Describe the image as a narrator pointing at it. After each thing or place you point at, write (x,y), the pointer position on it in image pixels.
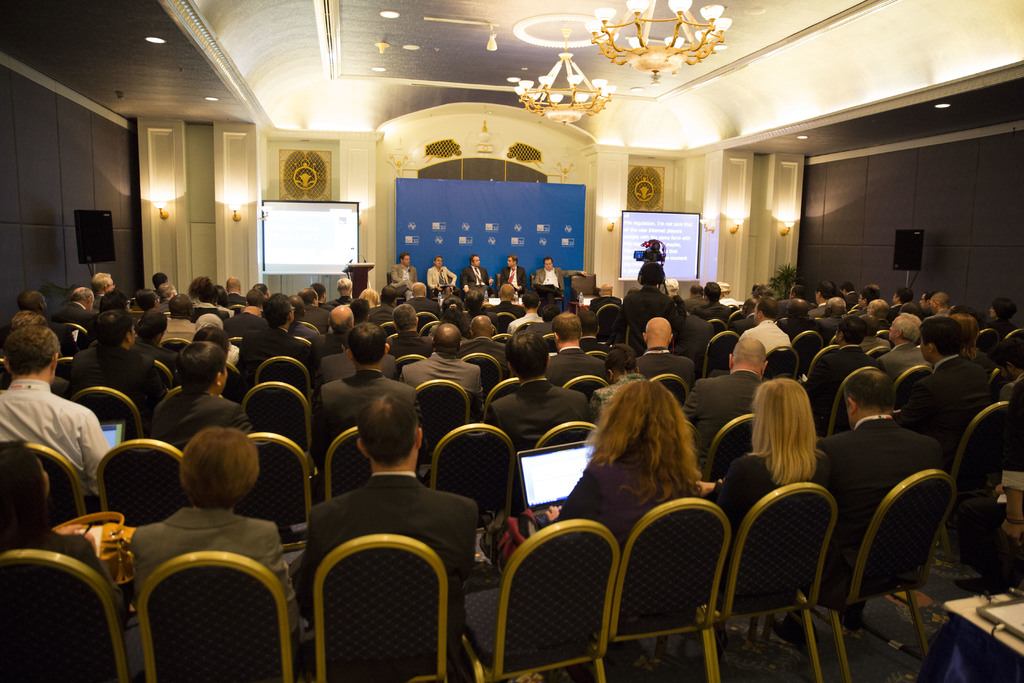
This picture is clicked inside a room (644,655). There are many people (875,507) sitting on chairs (725,555). Some of them are holding hand bags (129,537) and laptops (547,482). On the two sides of the image there are speakers (916,245). There is a tripod stand (665,289), a camera (642,259), two projector boards (636,246) and a podium (366,270) in the image. There are lights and chandeliers (557,90) to the ceiling (537,83). In the background (477,114) there is wall (431,128) and wall lamps (230,204).
